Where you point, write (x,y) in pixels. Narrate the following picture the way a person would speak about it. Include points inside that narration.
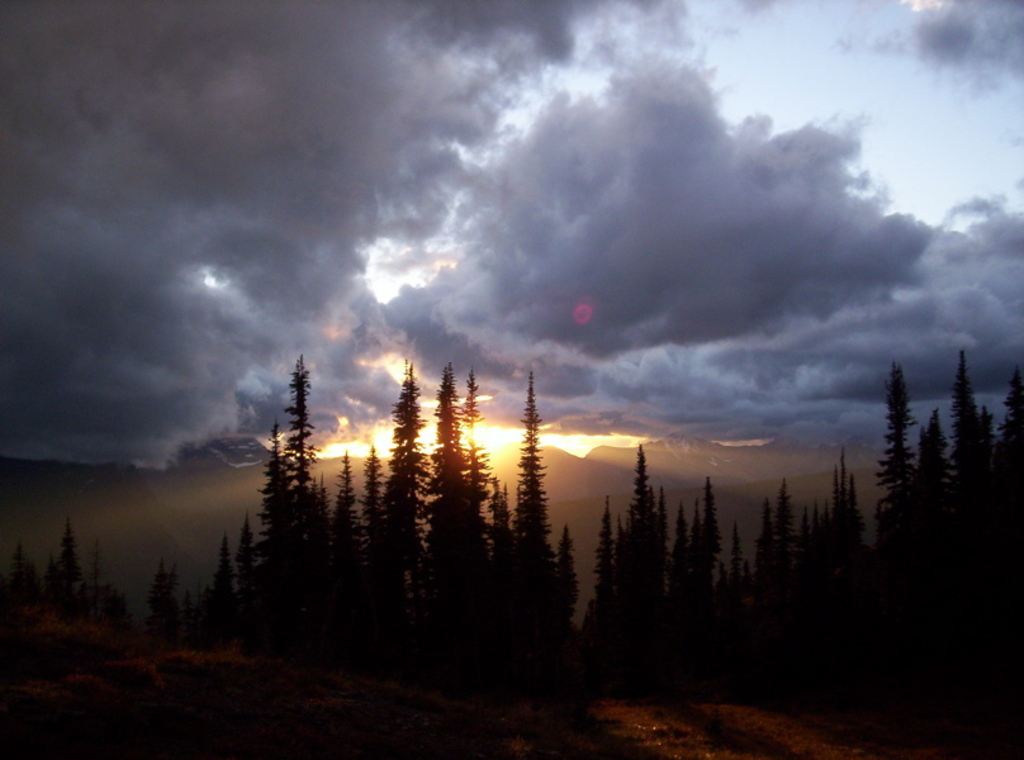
This part of the image is dark where we can see trees (910,513), In the background (336,495), we can see hills (571,477), sunlight (519,440) and the cloudy sky (512,439).
